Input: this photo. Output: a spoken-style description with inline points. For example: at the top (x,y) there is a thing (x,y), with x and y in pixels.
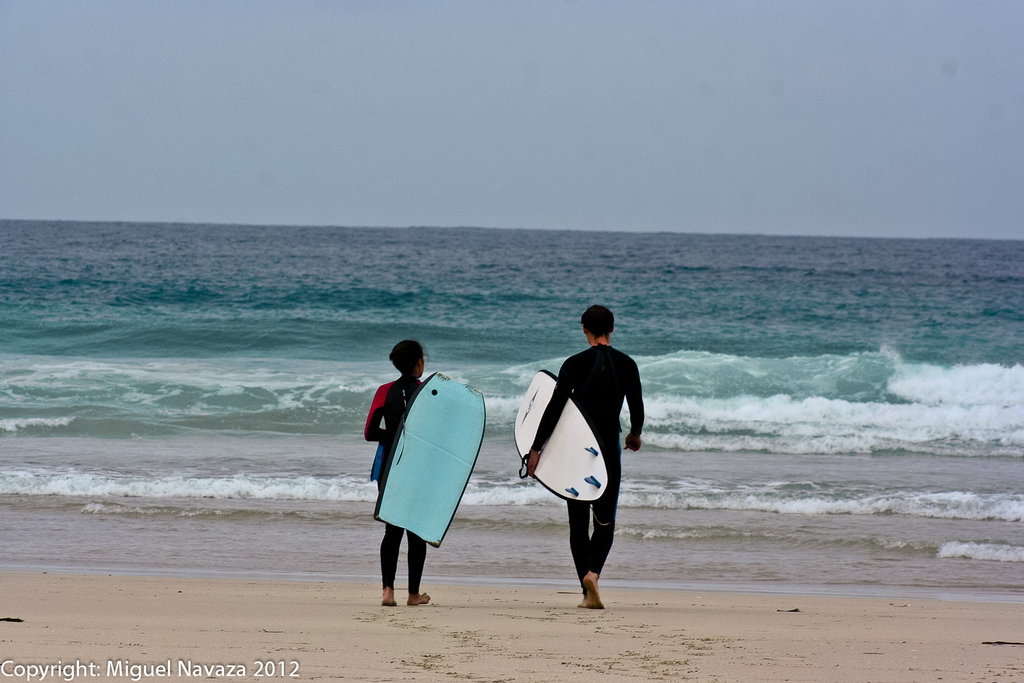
A man (560,394) and a woman (403,394) holding surfing board (470,463) and walking into the sea (728,439). In the background (317,143) there is a sky (469,122). Also on the floor (600,624) there is sand (777,618).
